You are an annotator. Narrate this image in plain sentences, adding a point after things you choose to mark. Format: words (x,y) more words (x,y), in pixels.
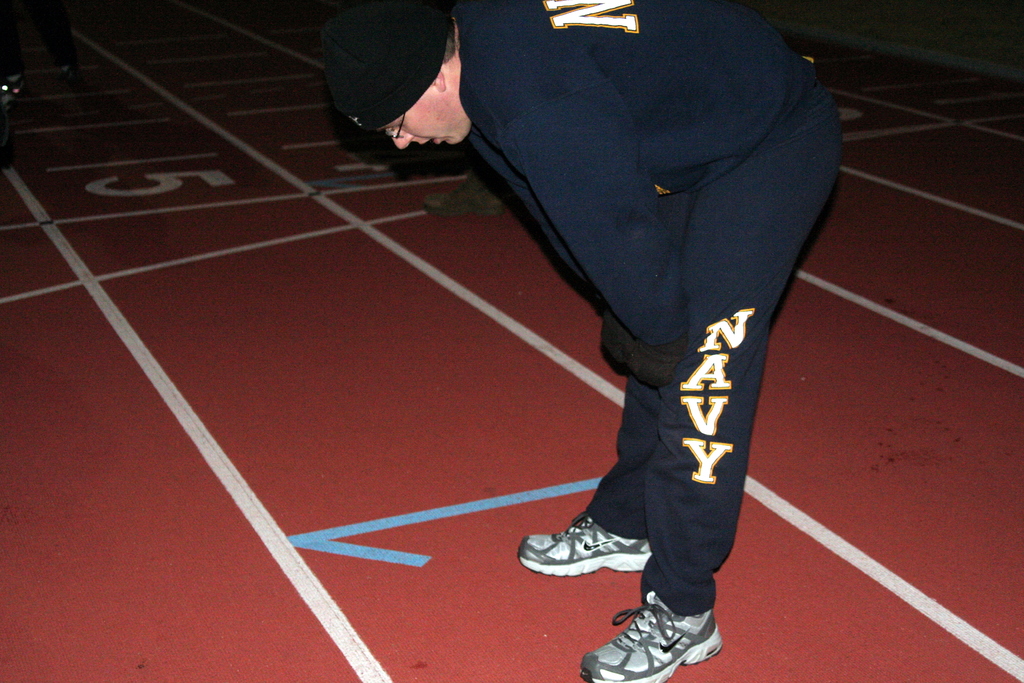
This picture is clicked inside. In the center (671,348) there is a person (602,120) wearing blue color t-shirt (627,235), gloves (656,357), standing on the ground (543,596) and bending forward. The ground (200,190) is covered with the red color floor carpet (267,279) and we can see the numbers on the carpet (190,167).
